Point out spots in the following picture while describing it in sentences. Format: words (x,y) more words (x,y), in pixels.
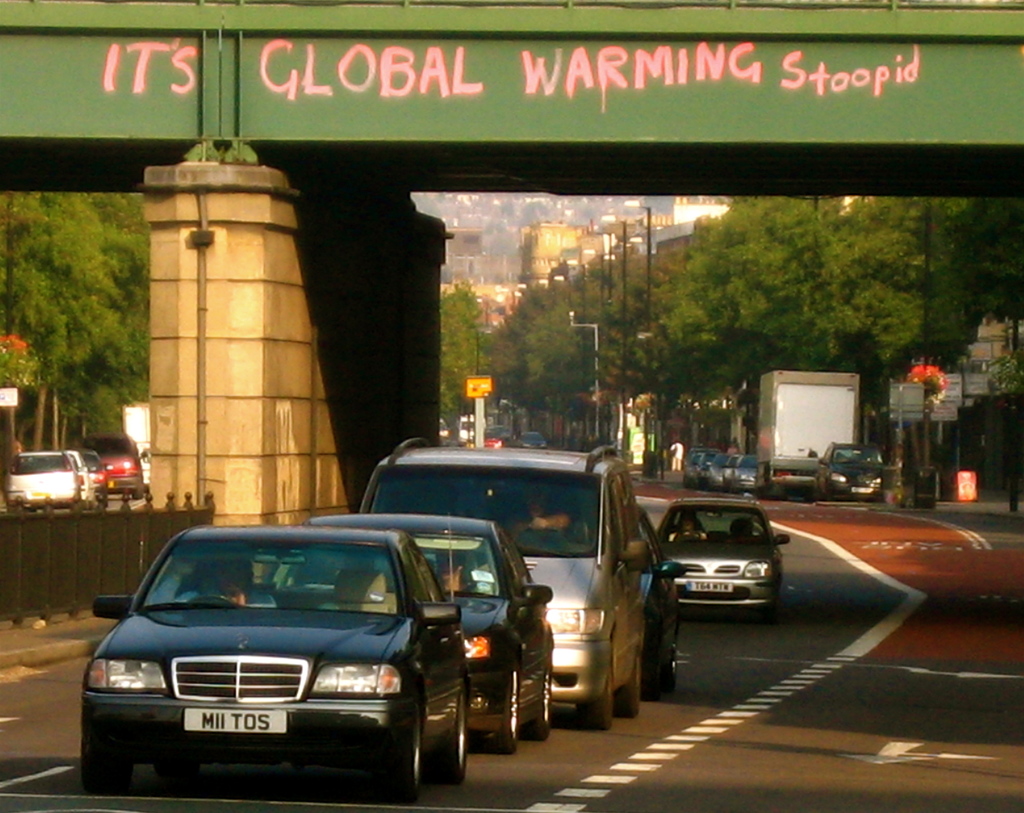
In this image I can see vehicles (478,683) on the road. Here I can see a bridge (521,77) and a fence (134,542). In the background (749,349) I can see trees (686,333), street light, poles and buildings (556,233). Here I can see something written on the bridge (504,123).
